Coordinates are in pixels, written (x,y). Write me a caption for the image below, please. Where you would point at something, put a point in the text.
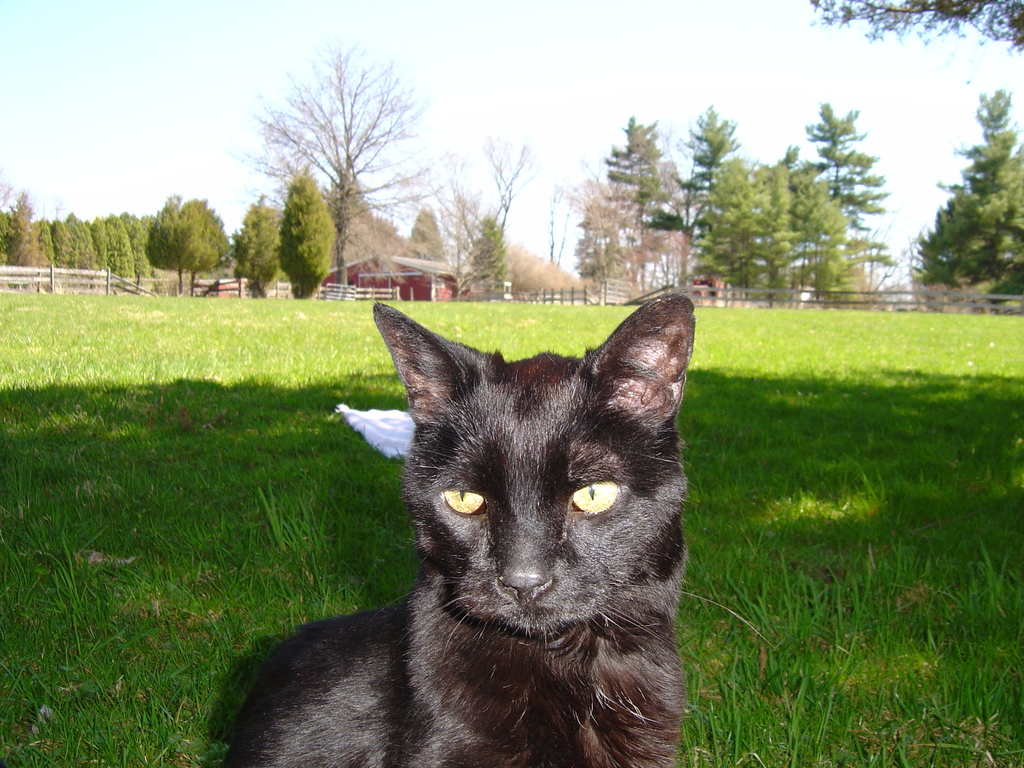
In the foreground (531,419) there is a black cat (476,511). In the center of the picture (442,333) there is grass (268,318). In the background (292,228) there are trees (1000,244), house (406,273) and fencing (816,296).
